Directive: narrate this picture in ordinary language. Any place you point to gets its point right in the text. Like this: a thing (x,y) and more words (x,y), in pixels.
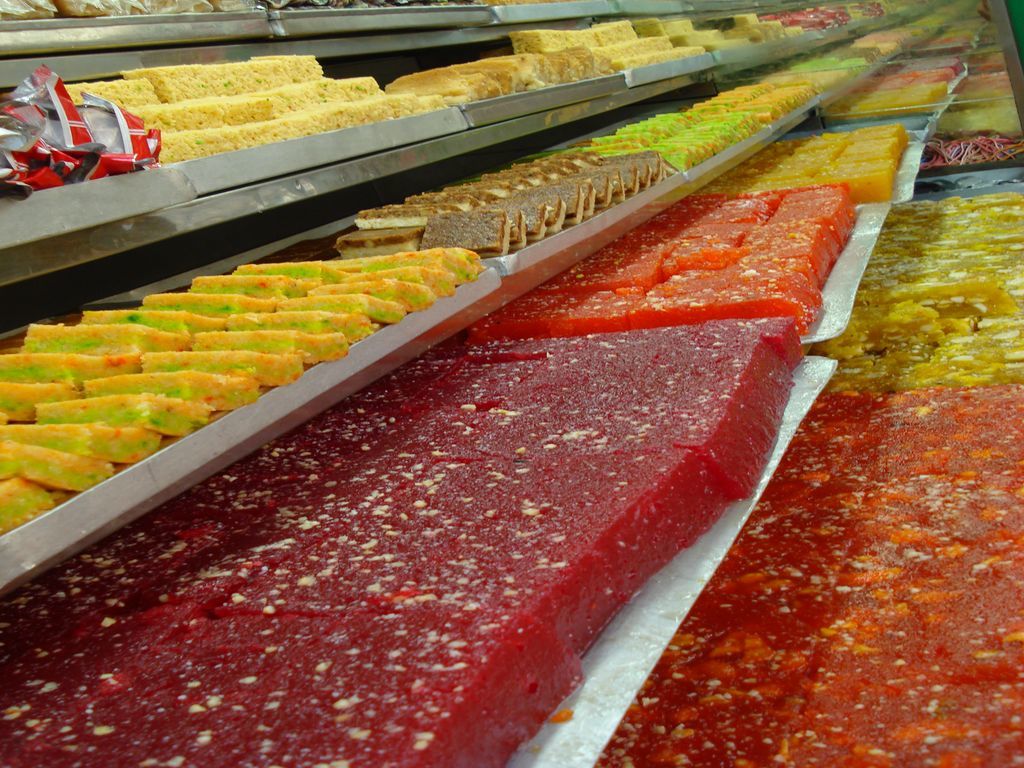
It is a zoom in picture of many different sweets (399,215) arranged in a rack (582,232). On the left (126,157) we can see a paper cover (89,145).
